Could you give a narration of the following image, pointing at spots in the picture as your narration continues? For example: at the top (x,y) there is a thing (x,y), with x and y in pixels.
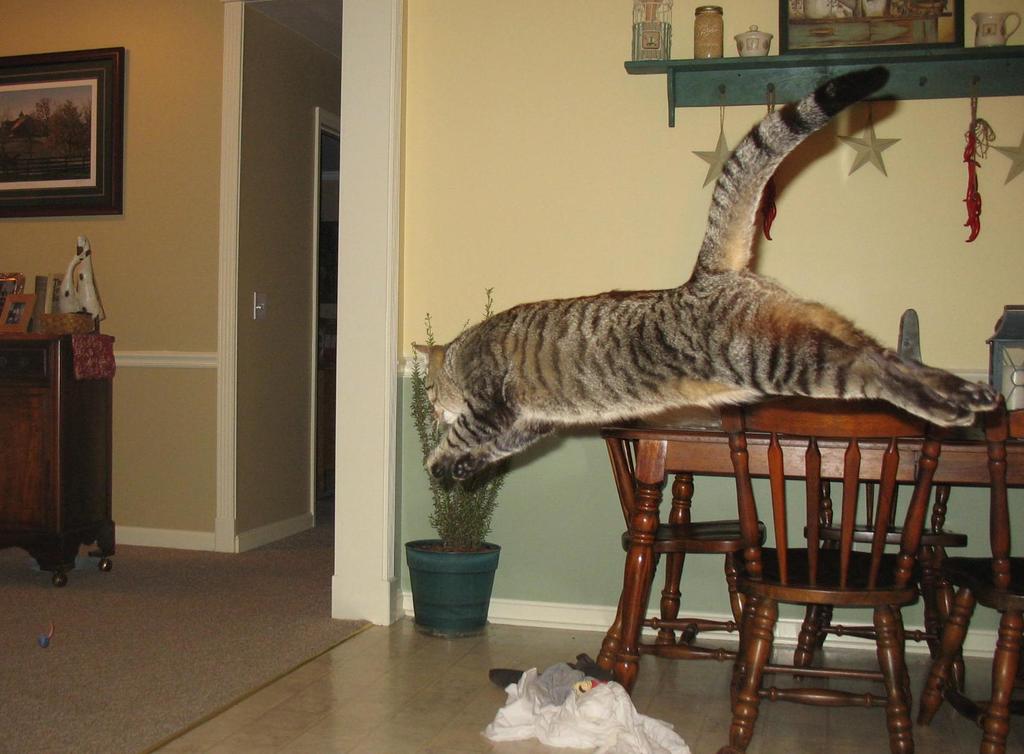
This is taken inside a room (864,616). A cat (948,406) is jumping from the right side of the image (800,373). There is dining table (786,461) and chairs (847,565) in the right side of the image (996,485). on top of it there is a rack (928,59) on it there is photograph (842,24), bottle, pot (765,41), jug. In the middle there is indoor plant pot (443,549). In the left side (89,474) there is a table (27,403) on it there are photographs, statue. On top of it there is a photograph (66,111) hanged on the wall (87,220). There is a carpet (172,683) on the floor (188,679).
